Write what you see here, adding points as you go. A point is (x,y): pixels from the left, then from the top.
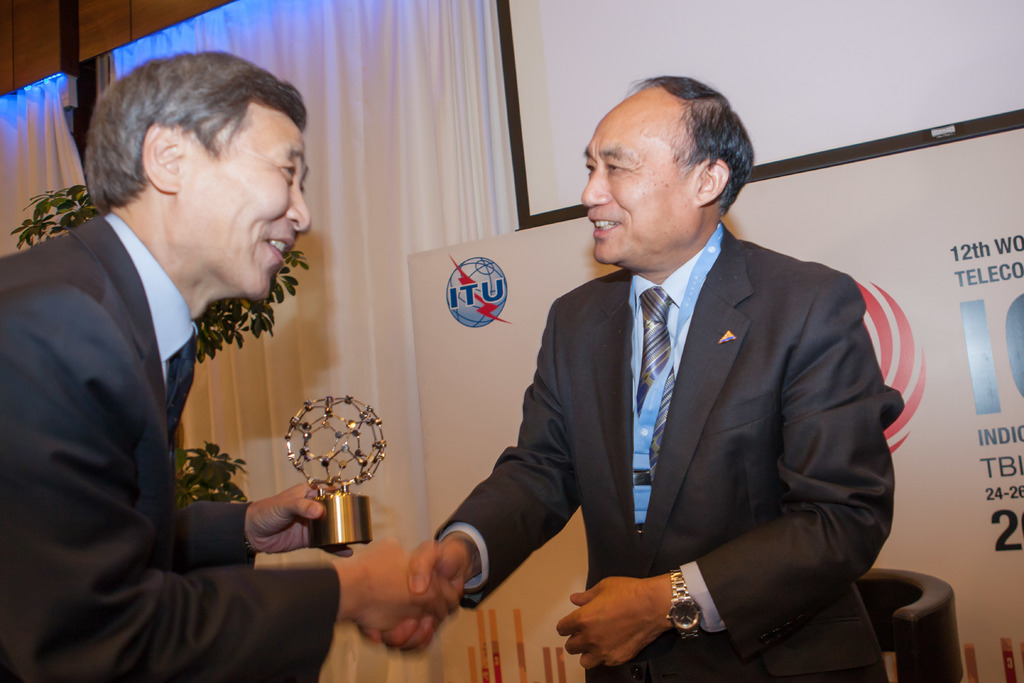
In this picture we can see a trophy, watch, two men (137,388) wore blazers (125,360), ties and shaking hands (374,632) and smiling and in the background (288,302) we can see curtains (307,90), banner (948,235), chair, projector screen (555,163), plant (211,477).
